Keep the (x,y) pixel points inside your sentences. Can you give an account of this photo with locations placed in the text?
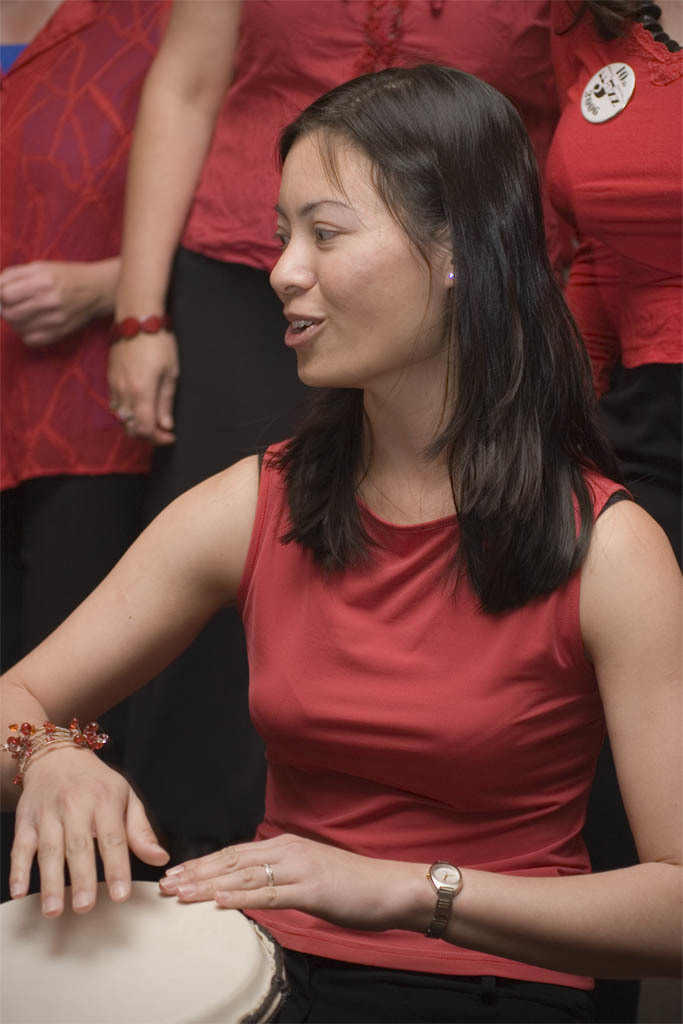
A woman (353,577) is sitting and playing drum (188,957) behind her there are few people (259,121).
